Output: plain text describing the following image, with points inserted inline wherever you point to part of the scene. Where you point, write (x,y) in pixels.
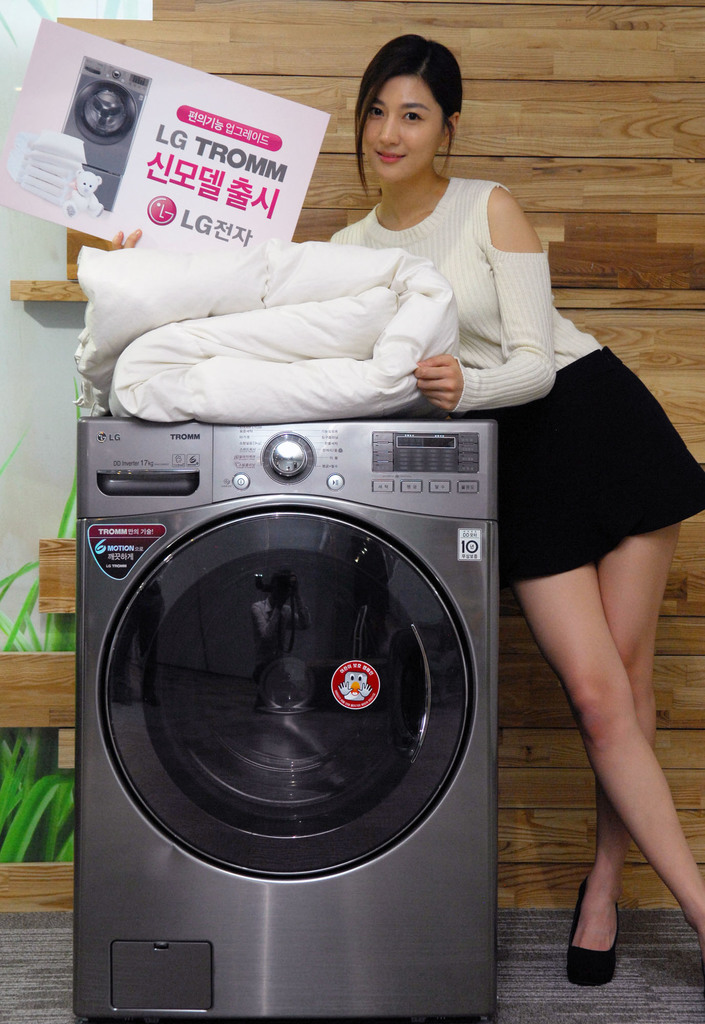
There is a woman (576,934) standing and holding board (255,227) and we can see bed sheet (289,361) on washing machine (307,464). On the background (349,68) we can see wooden wall (343,95).
